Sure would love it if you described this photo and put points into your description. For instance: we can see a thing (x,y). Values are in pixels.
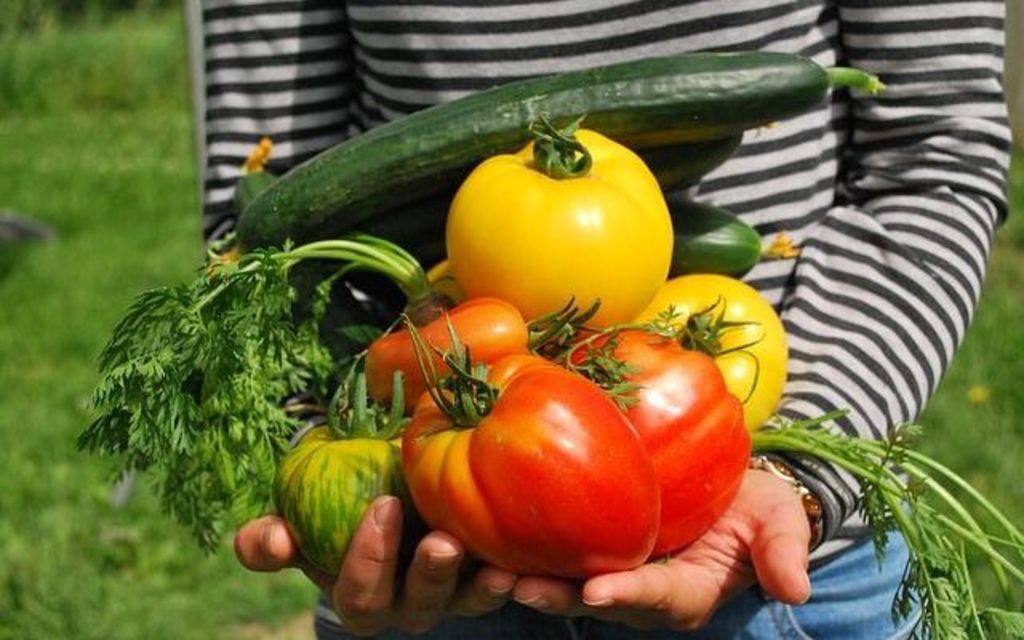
In the picture we can see some person (936,139) standing on the grass surface (32,74) and holding some vegetables (518,117) in the hands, he is wearing a full T-shirt (797,390) with a blue color trouser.
